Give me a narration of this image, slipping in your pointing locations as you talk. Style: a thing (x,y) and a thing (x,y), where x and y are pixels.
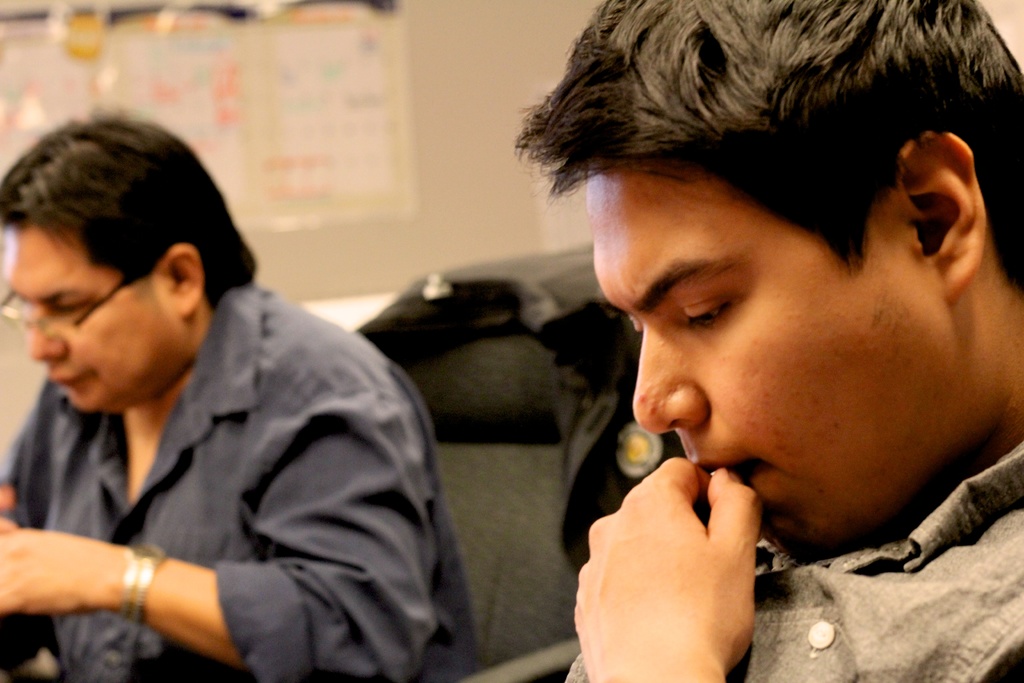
In this image, we can see two people (780,447). On the right side of the image (790,392), we can see a person (880,463) keeping his fingers (752,495) near to the mouth (751,486). Here a person (378,528) is sitting on a chair (463,463). Background (506,76) we can see wall (455,187) and some objects (576,270).
